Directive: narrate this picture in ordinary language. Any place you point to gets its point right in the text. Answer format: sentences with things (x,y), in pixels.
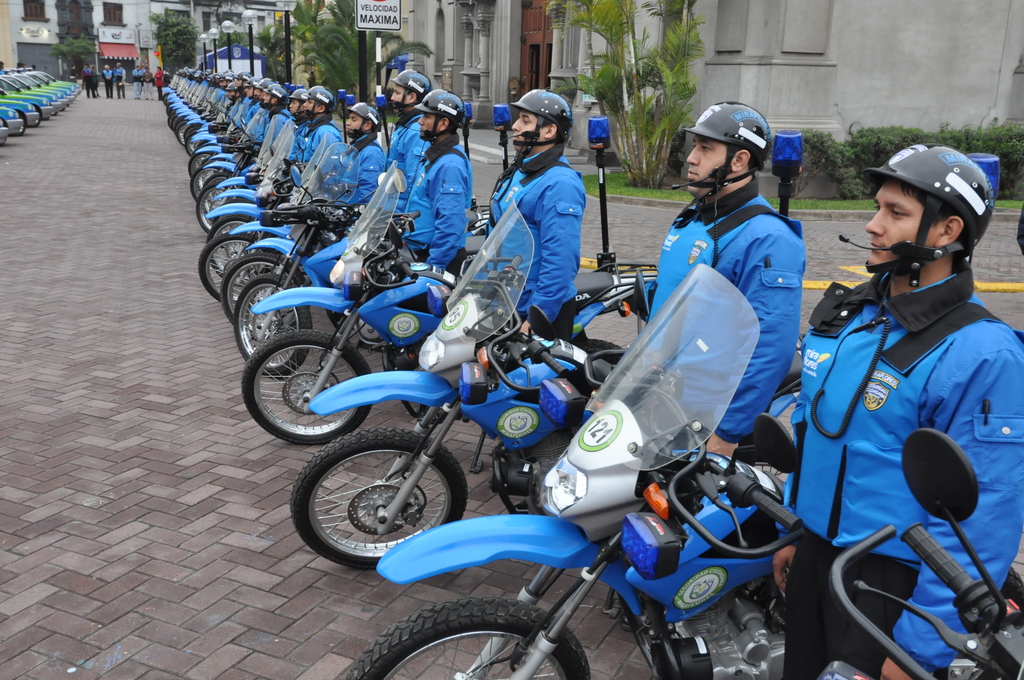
In this image we can see bikes (296,211) placed in a row and there are people (526,310) standing. In the background (109,19) there are buildings (436,46), trees (395,46), board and poles (286,41).
